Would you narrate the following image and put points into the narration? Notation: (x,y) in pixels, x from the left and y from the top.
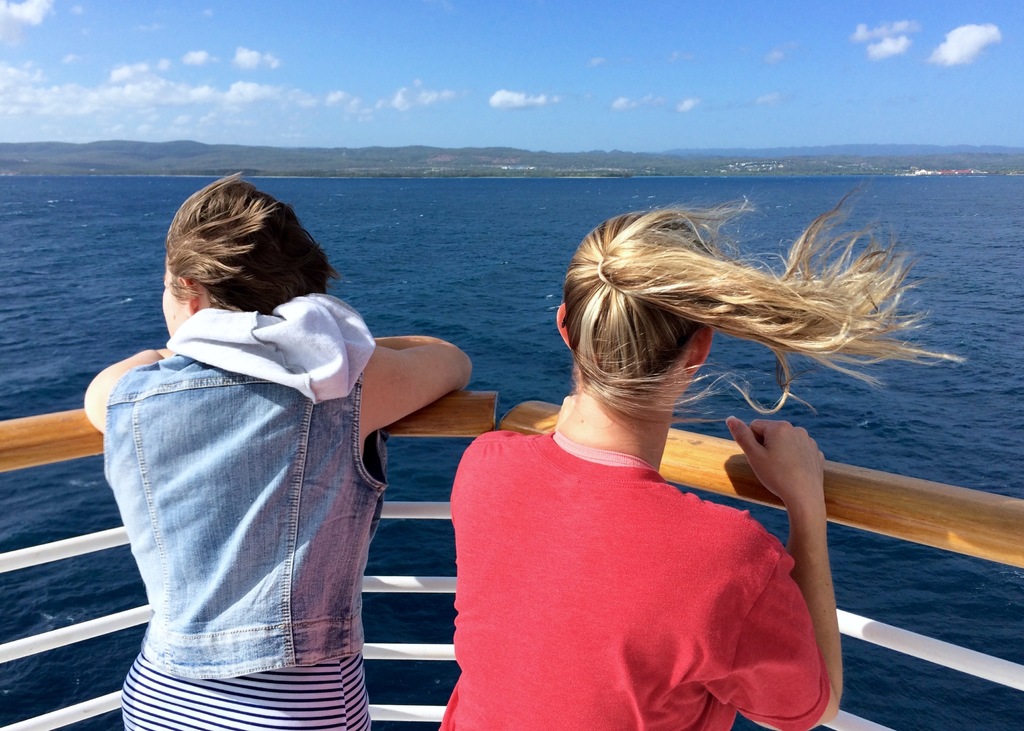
In this image there are two persons (246,436) standing at the front part (423,505) of the ship (29,557), the ship (698,468) is in the water (927,453), there are few mountains (589,160) and some clouds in the sky (306,73).
